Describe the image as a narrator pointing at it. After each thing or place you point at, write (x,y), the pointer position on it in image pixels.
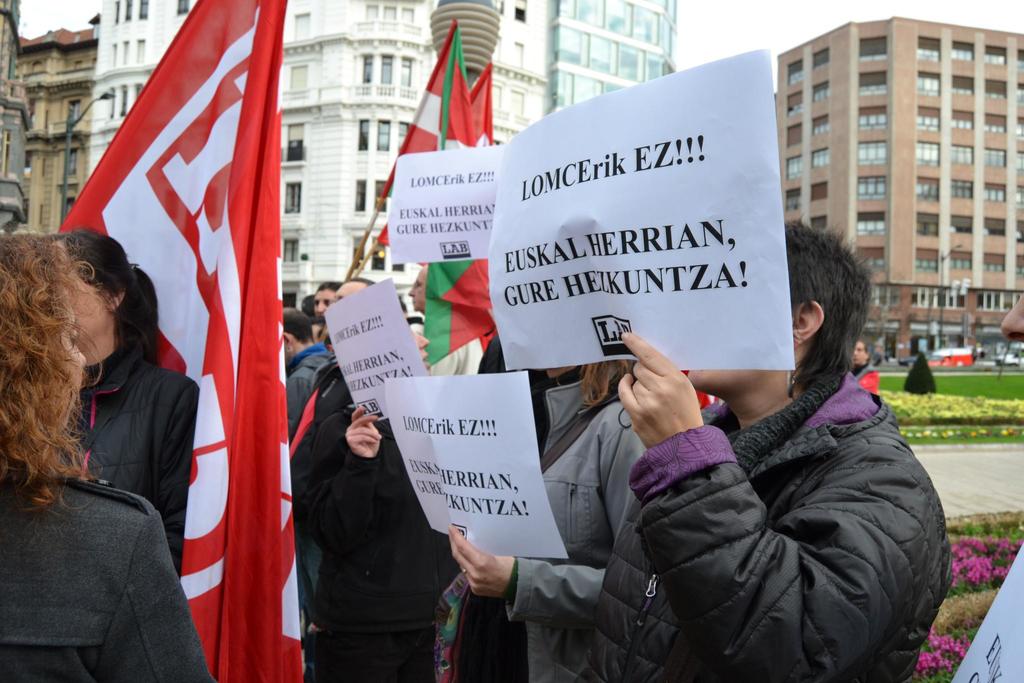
In this picture we can see group of people (589,423), few people (571,454) holding papers (402,188) and few people (159,400) holding flags (245,405), in the background (329,88) we can see few buildings (118,92), poles (68,131), flowers (981,541), grass (955,386) and vehicles (1010,355).
